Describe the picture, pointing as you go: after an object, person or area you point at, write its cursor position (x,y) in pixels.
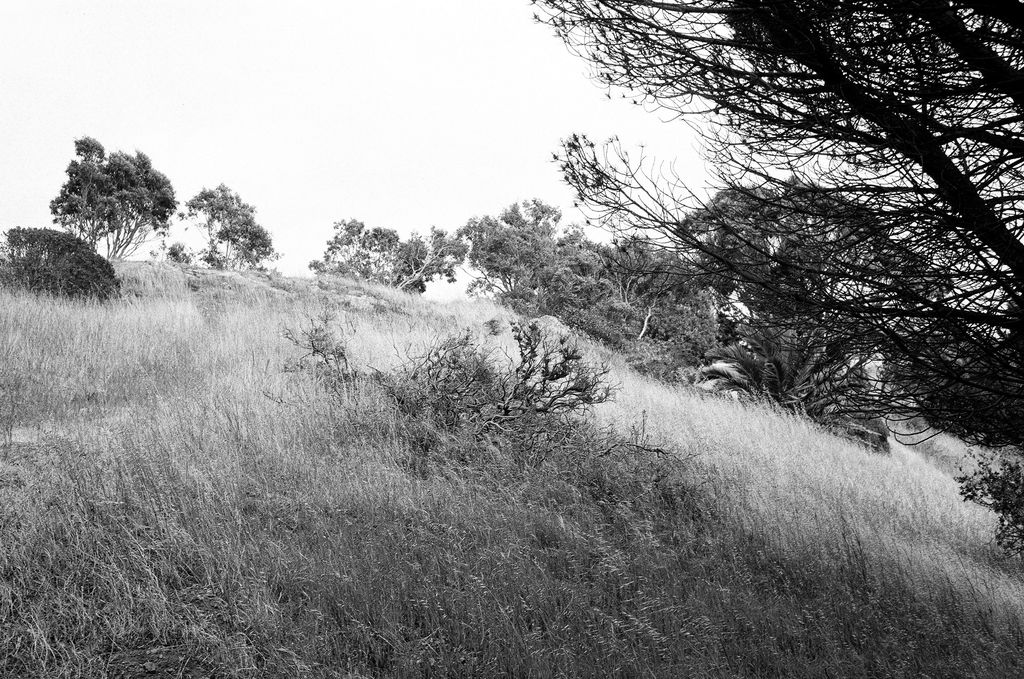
In this image I can see bushes (787,339) and number of trees (787,339). I can also see this image is black and white in colour.
